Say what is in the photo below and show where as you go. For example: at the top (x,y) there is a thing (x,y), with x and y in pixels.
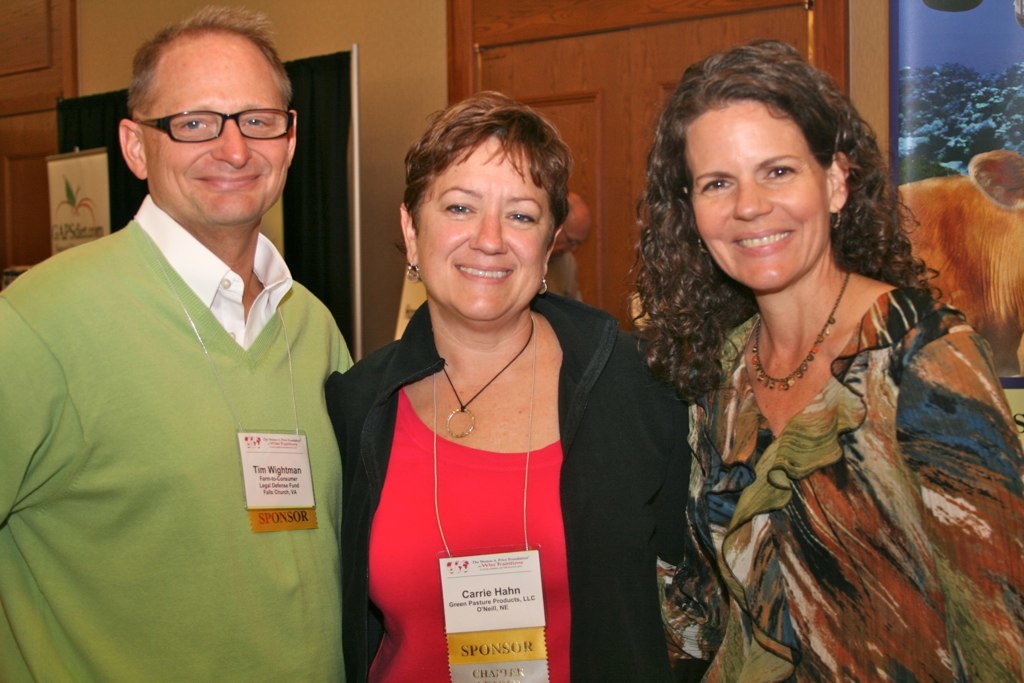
In this image in the front (546,380) there are persons (556,371) standing and smiling. In the background (565,55) there is a door (651,114) and there are frames (931,94) on the wall (885,80) and there is curtain (319,174) which is black in colour and on the curtain (325,211) there are banners (75,213) with some text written on it.
